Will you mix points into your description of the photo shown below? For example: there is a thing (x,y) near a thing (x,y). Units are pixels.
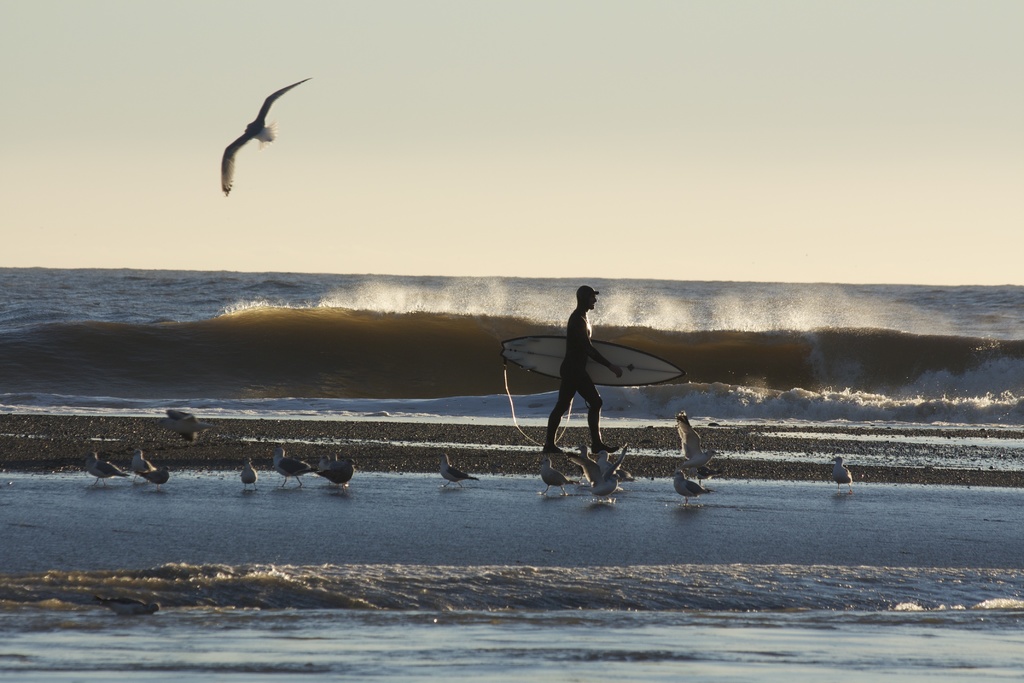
Man (584,379) walking here there is water (407,354), bird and the sky (476,201).
